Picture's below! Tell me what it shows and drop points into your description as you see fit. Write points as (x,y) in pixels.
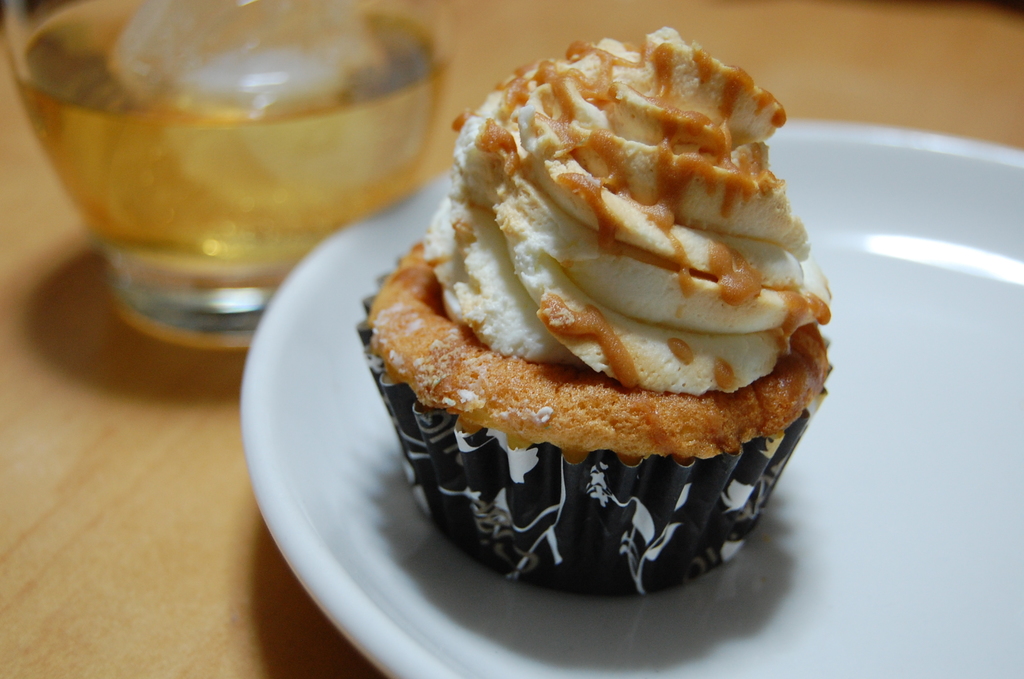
Here I can see a plate (847,548) which consists of cupcake (682,397). This plate (327,408) is placed on a table (109,478). Beside the plate (275,384) there is a glass (145,102) which consists of drink (288,154).
